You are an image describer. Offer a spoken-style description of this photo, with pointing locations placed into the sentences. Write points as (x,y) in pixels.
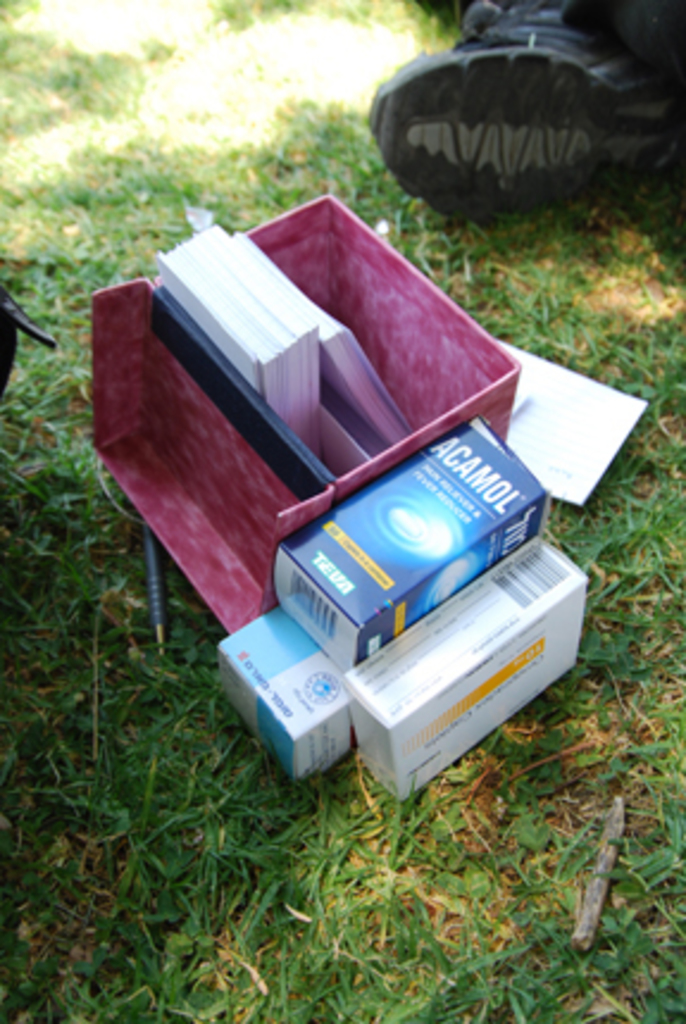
In this image I can see few cardboard boxes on the ground (521,802). Background (419,29) I can see a black color shoe (394,125) and grass (156,197) in green color.
